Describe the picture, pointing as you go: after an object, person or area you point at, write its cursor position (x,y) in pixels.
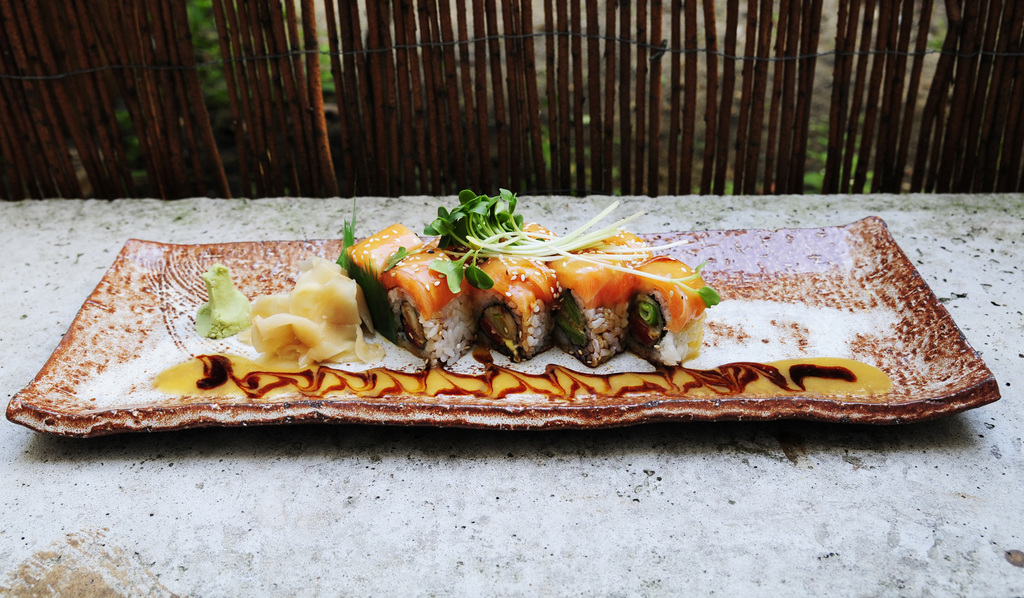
This image consists of food (462,289) kept on a plate (387,357). The plate (30,389) is on the rock (641,460). In the background (648,73), we can see small stems (362,58) in brown color.
